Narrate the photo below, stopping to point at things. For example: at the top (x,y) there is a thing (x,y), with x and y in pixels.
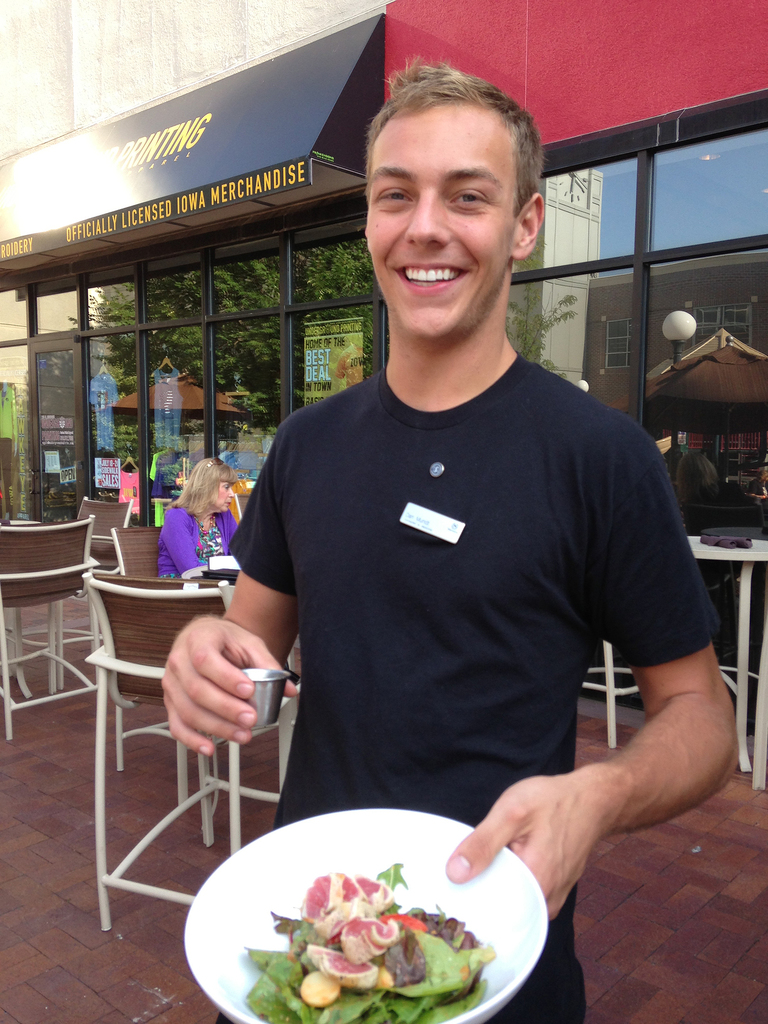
On the background (37,438) we can see a store (694,320). On the glasses (708,299) we can see reflection (668,303) of building (620,288), trees (245,309). We can see one woman (190,525) is sitting on chair (149,544) near to the store (328,222). Here we can see one man (443,573) wearing black colour shirt (474,559) and he is holding a smile (442,284) on his face (419,330). he is holding one small tiny glass (263,699) in his hand (236,685) and On the other hand (607,818) we can see a plate (515,928) in which there is a salad (355,926).
